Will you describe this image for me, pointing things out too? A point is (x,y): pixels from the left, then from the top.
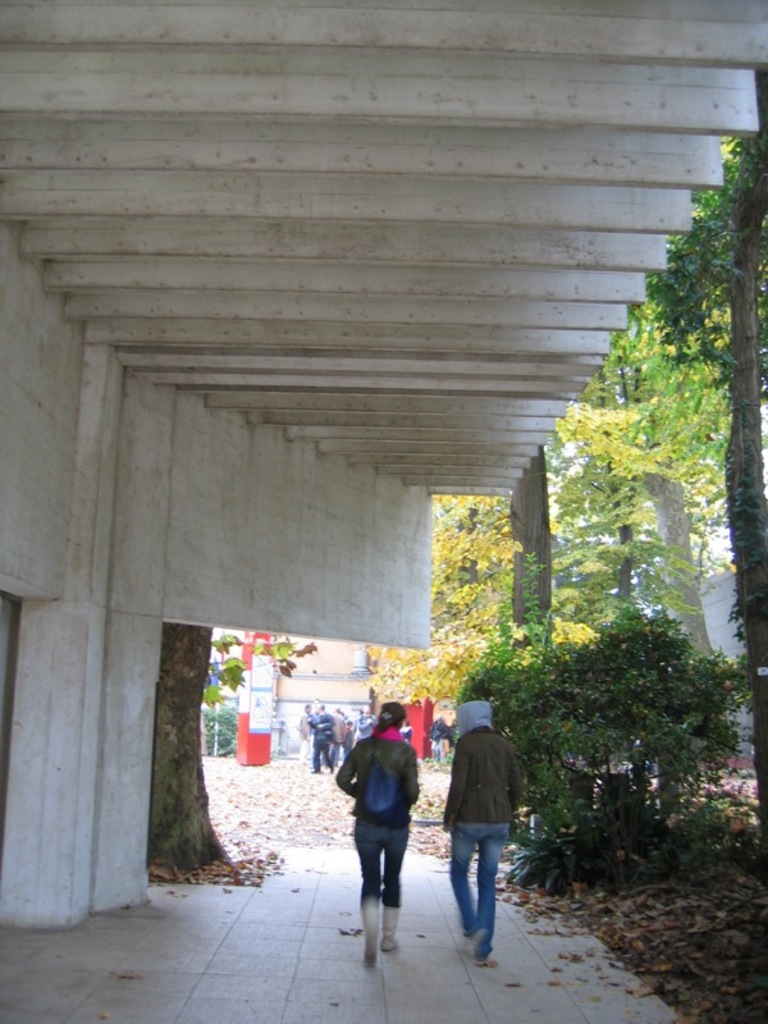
In the foreground of this picture (359,789), there are two persons (408,794) walking on the path (442,951). On the right side of the image (671,730), there are trees (572,617), plants (640,697) and leafs (669,902). On the left side of the image (68,733), there is a building (173,569) and tree (183,763). In the background (283,677), there are persons (324,707) and a building (340,695).
